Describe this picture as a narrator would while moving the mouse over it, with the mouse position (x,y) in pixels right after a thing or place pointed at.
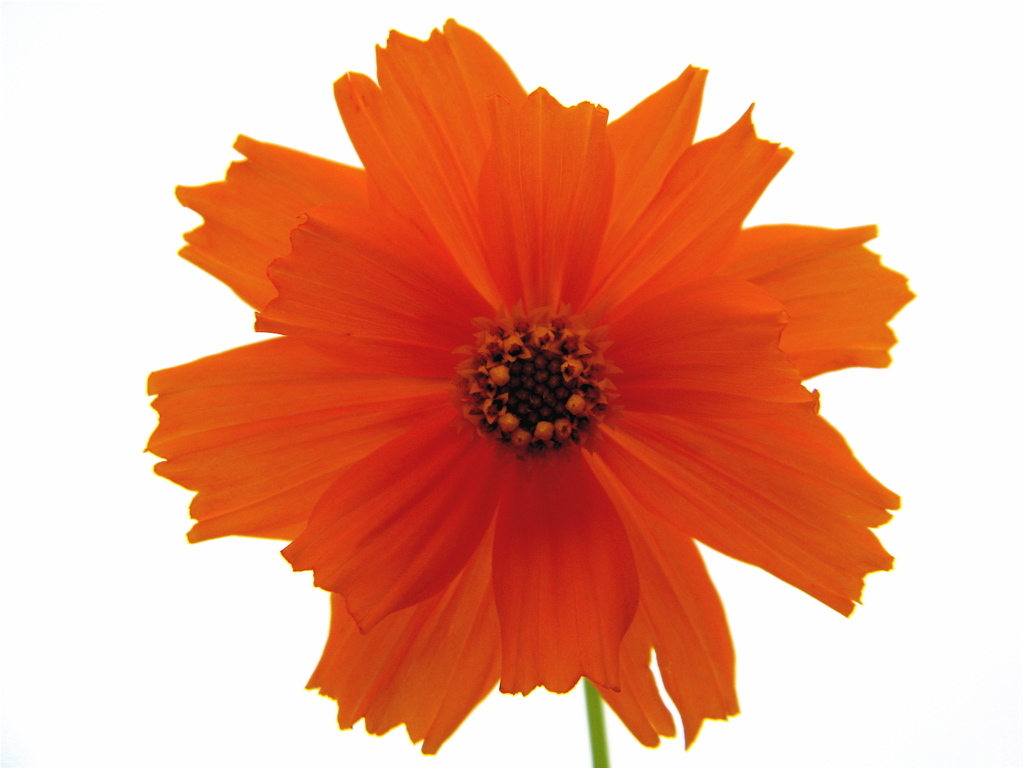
In the image I can see an orange color flower (502,473). The background of the image (844,27) is white in color.
